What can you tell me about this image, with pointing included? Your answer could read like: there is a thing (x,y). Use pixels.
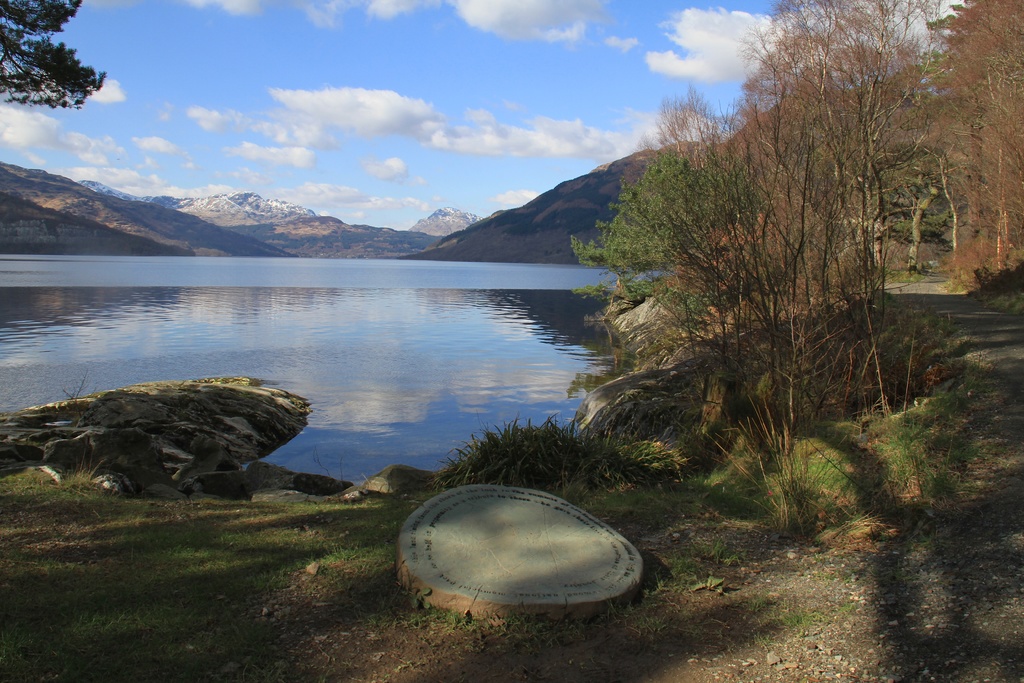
This image is taken outdoors. At the bottom of the image (297,533) there is a ground (121,542) with grass (154,624) on it. At the top of the image (408,131) there is a sky (383,128) with clouds (491,144). In the background (127,212) there are a few hills (303,221). On the right side of the image (724,258) there are a few trees (733,251) and plants (842,335) on the ground (954,415). In the middle of the image (482,351) there is a pond (155,338) with water (410,375) and there is a trunk (606,576) on the ground (403,592).
